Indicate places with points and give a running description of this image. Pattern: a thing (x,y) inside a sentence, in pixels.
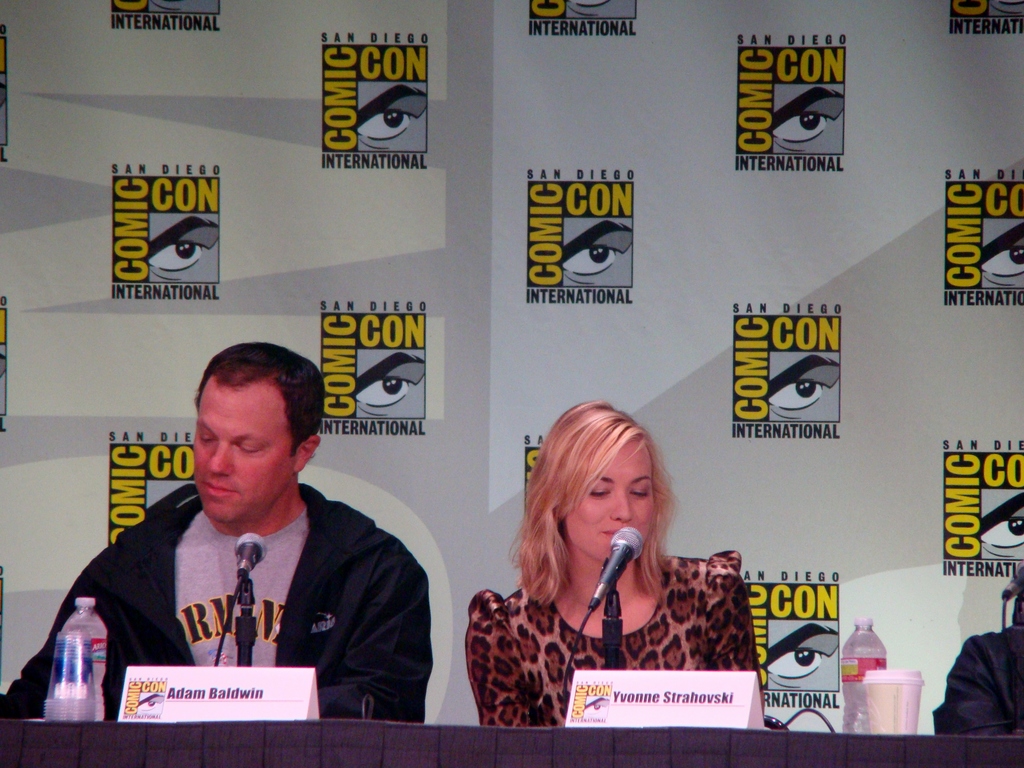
In this picture we can see there are three people (403,631) sitting on chairs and in front of the people (322,593) there is a table (377,741) and on the table (273,751) there are name boards (658,725), bottles (850,727), cup (872,722), disposable glasses (76,704) and the microphones (606,569) with stands (612,594) and cables (227,620) and behind the people (144,614) there is a board (25,615).
